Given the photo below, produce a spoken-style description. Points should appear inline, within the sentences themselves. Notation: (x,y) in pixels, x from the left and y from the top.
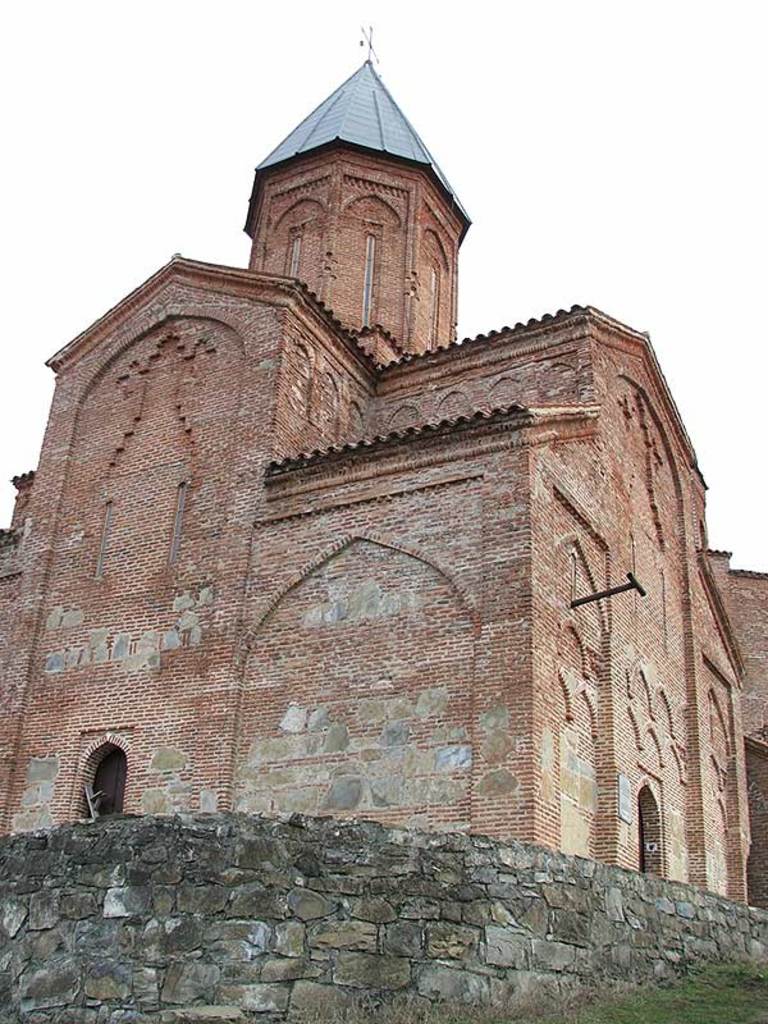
In this image we can see a building (68,737) with doors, grass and the wall (607,952), in the background (339,77) we can see the sky (322,91).
